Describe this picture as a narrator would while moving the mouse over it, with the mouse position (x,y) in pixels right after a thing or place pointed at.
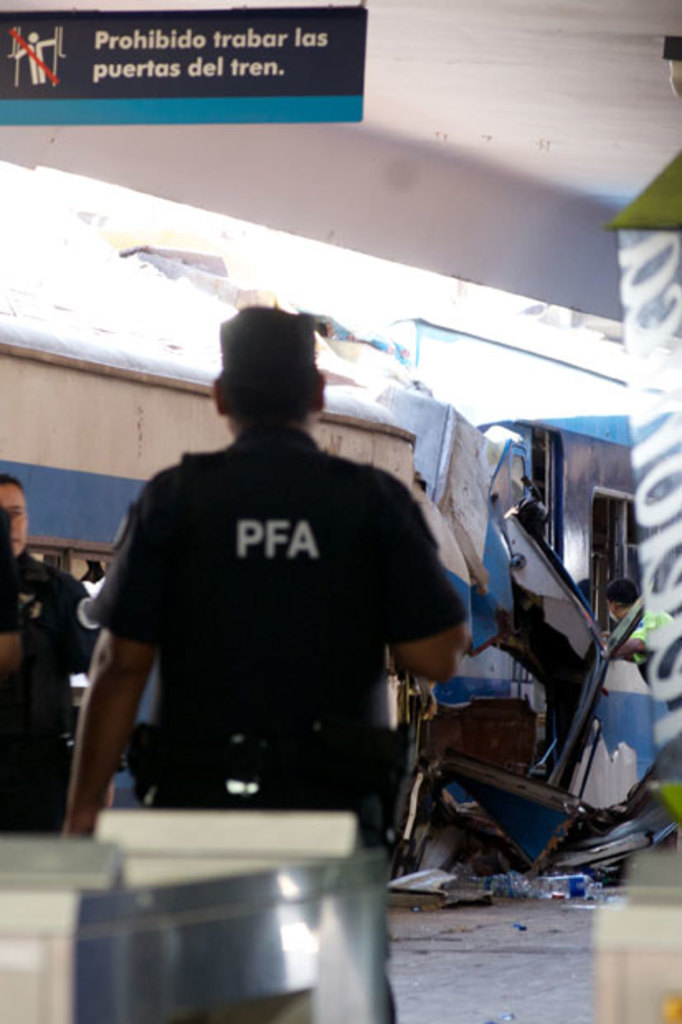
This picture is slightly blurred, where we can see some objects (249,890) here, we can see two persons (132,654) are standing on the platform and we can see the boards (264,28) to the ceiling (279,195). In the background (433,500), we can see the crashed train (499,513) which got accident.
